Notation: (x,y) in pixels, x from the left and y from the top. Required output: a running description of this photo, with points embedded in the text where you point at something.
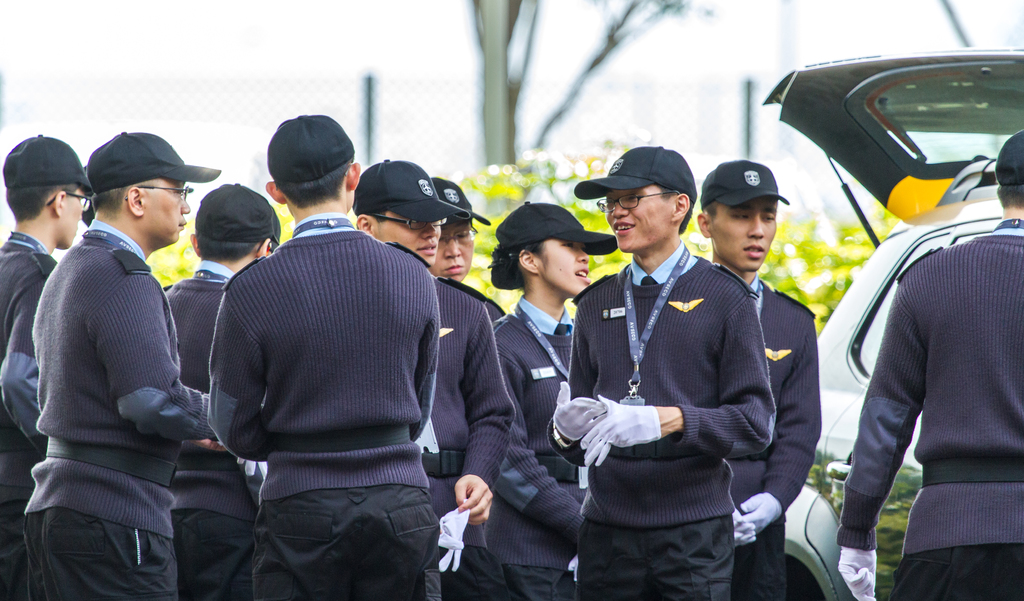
Background (12,14) portion of the picture is blur. We can see the fence (165,93), tree trunk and the plants (838,225). On the right side of the picture (1015,99) we can see a vehicle (999,96). In this picture we can see the people (698,379) in the same attire (568,215). Among them few (702,385) wore spectacles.
